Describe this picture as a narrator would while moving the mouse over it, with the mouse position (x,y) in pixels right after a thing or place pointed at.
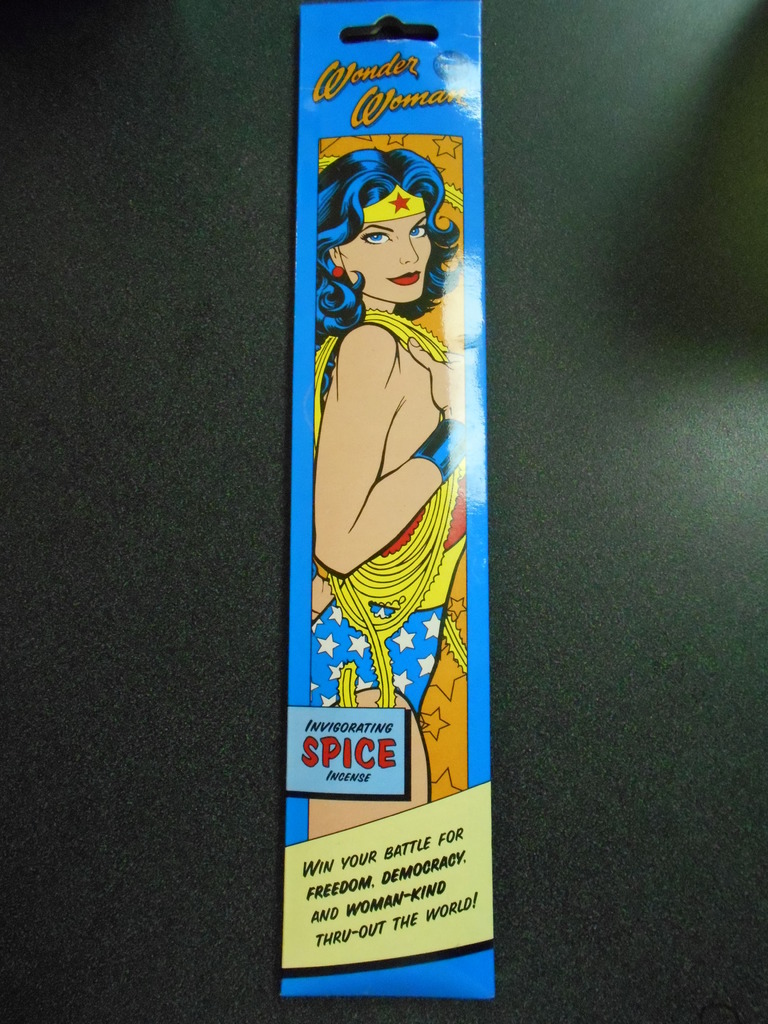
In this picture we can see the printing of words (356,911) and the image of a woman (353,532) on the card (308,429) and the card (294,377) is on an object (246,577).
